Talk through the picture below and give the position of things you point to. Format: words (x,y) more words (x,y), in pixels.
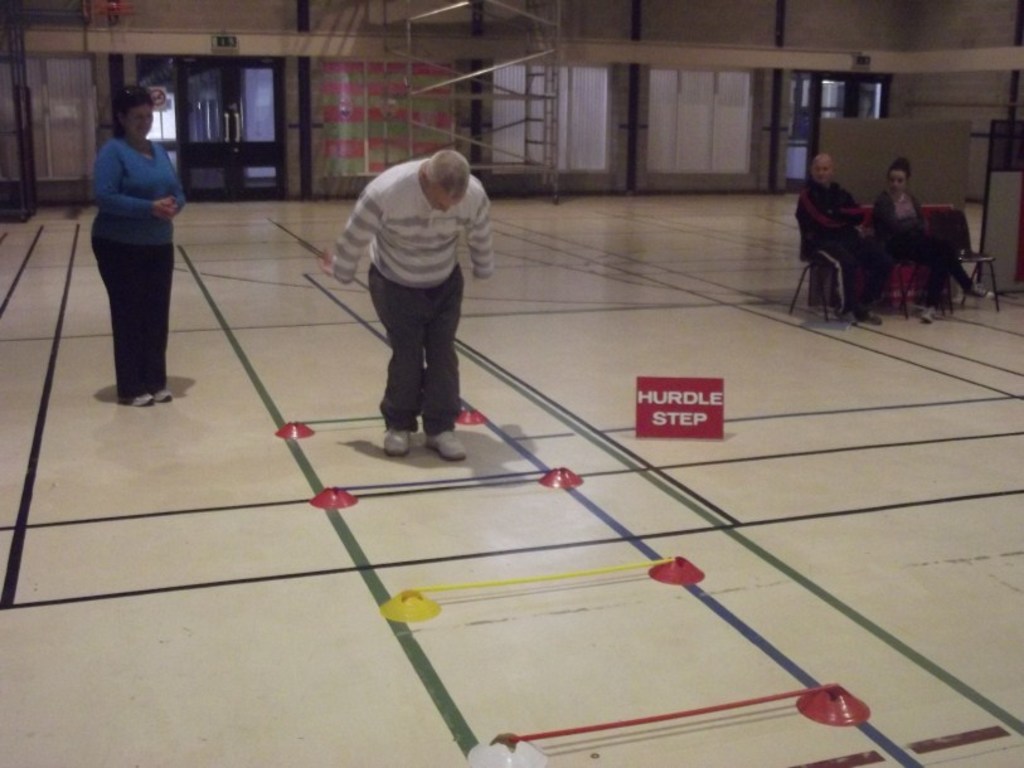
This picture describes about group of people (443,312), few are standing and few are seated on the chairs (907,296), in the background (422,52) we can see few metal rods (485,100), and doors (188,96).
